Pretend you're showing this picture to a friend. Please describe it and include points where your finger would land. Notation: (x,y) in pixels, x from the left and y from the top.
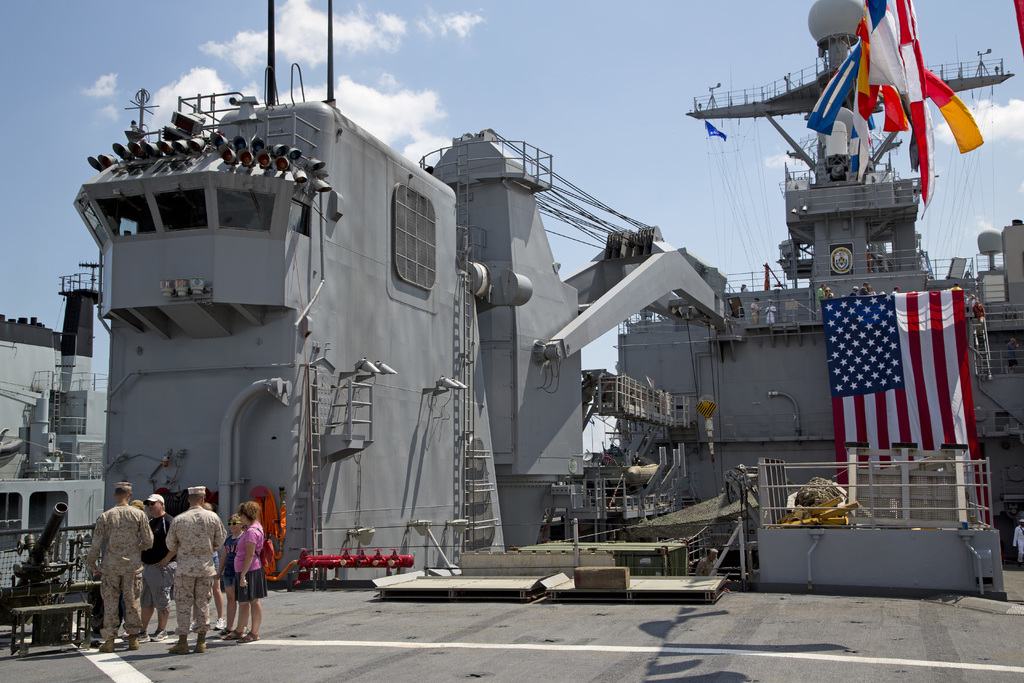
In this image we can see ship (856,250), flags (831,365), persons (118,614) standing on the surface (429,681), electric lights (125,148), grills (651,409), poles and sky (343,106) with clouds (291,26) in the background (84,138).
